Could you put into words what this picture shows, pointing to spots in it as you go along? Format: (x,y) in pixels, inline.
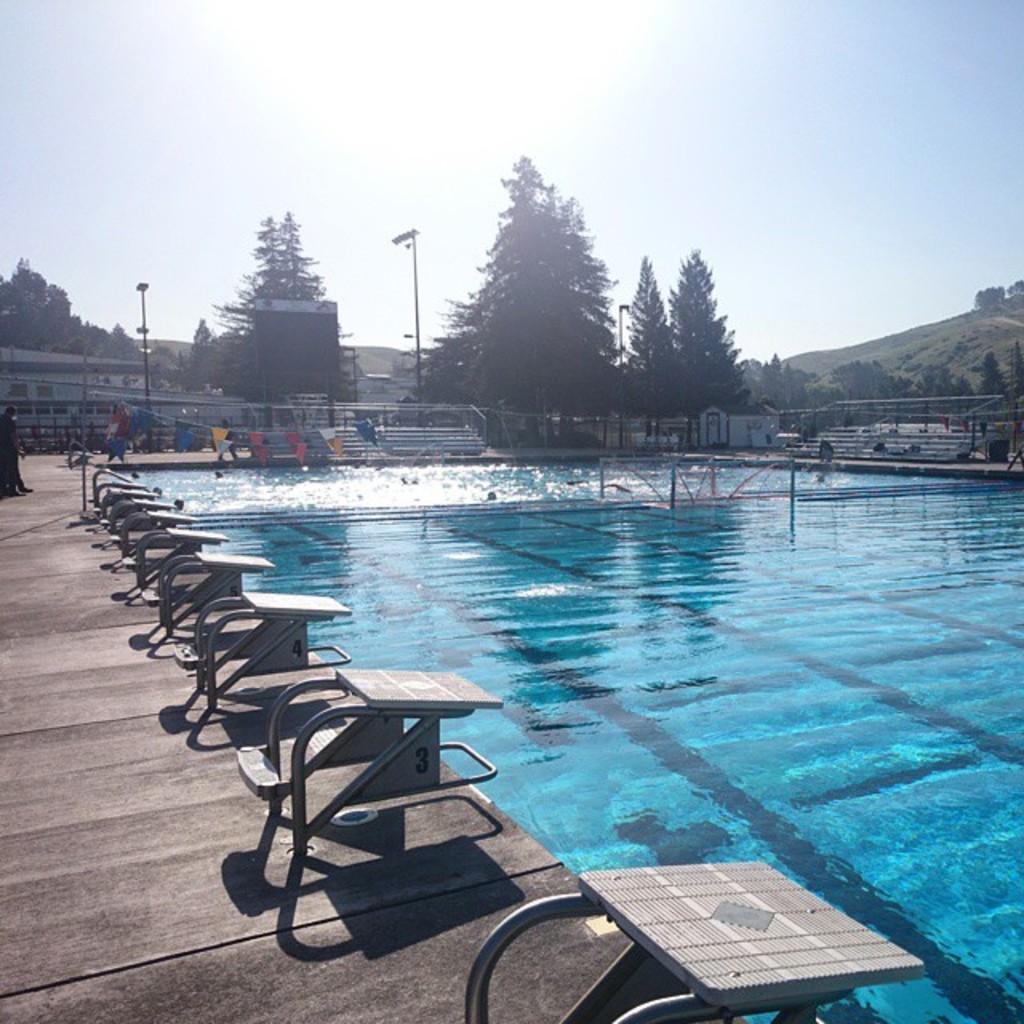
In this image I can see water (702,552) in blue color, at left (161,582) I can see few objects (475,750). At background (577,299) I can see trees (568,298) in green color, light poles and colored flags (327,441) and the sky (214,114) is in gray color.
